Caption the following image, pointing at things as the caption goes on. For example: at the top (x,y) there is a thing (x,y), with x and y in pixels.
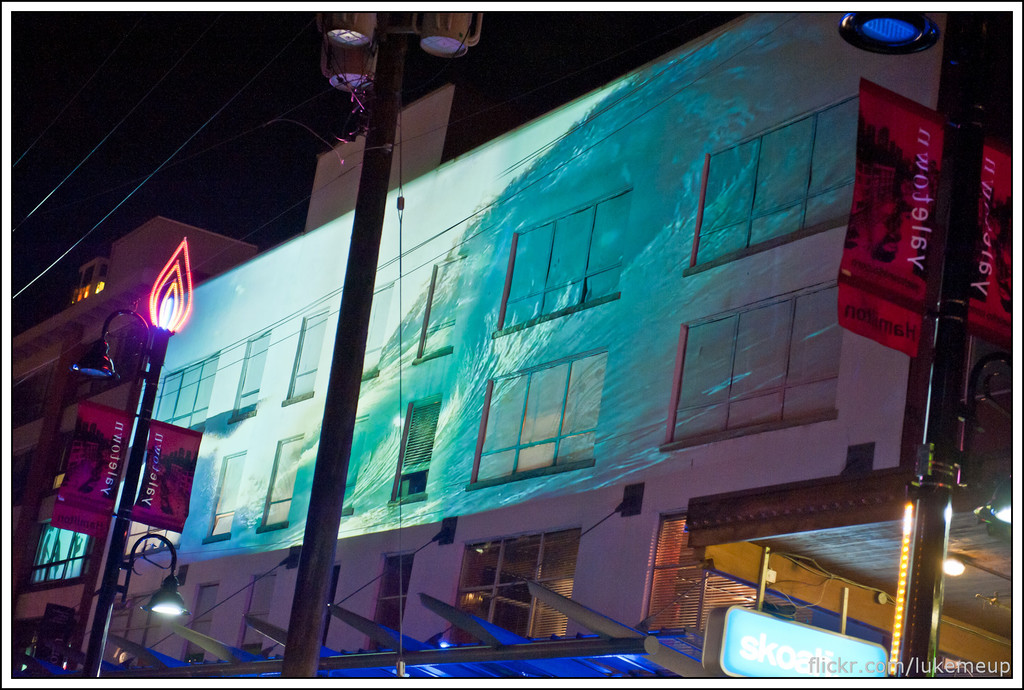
In this picture there is a small building (539,364) with some window glasses (493,421). In the front (139,468) we can see the black color lamp post (109,593) and cable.
